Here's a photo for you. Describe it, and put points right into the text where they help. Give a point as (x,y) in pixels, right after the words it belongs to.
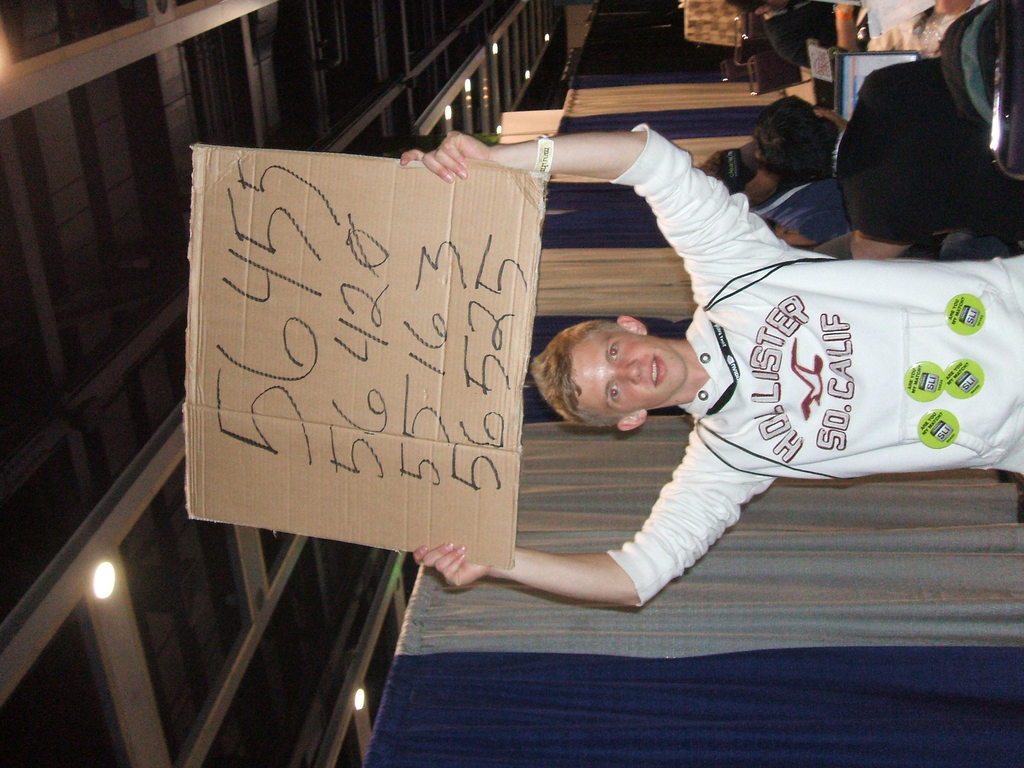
In this picture, we see the man (813,405) in white T-shirt (737,340) is holding the cardboard (305,444) with numbers (408,393) written on it. He is smiling. Behind him, we see many people (929,209) are sitting on the chairs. In front of them, we see a table (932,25) on which laptop (839,87), papers (815,52) and some other objects (826,63) are placed. Beside them, we see sheet (601,192) or the curtain (624,290) in white and blue color. On the left side (53,262), we see the ceiling (215,132) of the room (417,57).
